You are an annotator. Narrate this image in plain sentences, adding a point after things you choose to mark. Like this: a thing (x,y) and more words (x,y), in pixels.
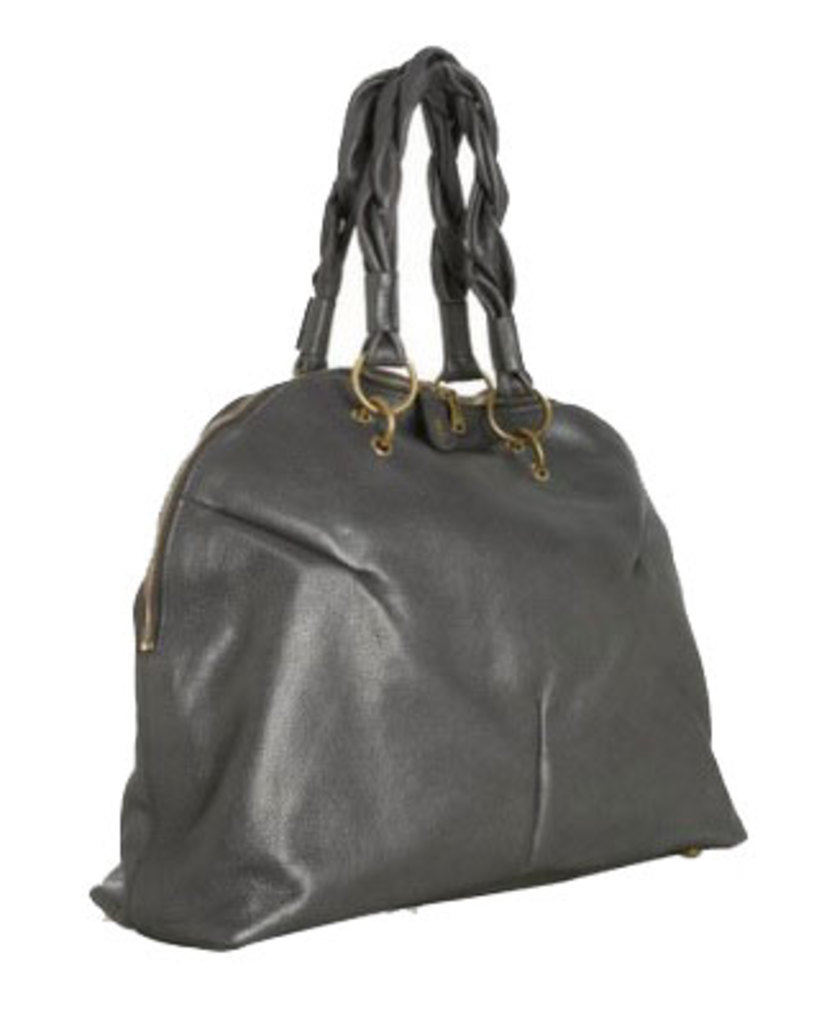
As we can see in the image there is a black color handbag (397,500).
